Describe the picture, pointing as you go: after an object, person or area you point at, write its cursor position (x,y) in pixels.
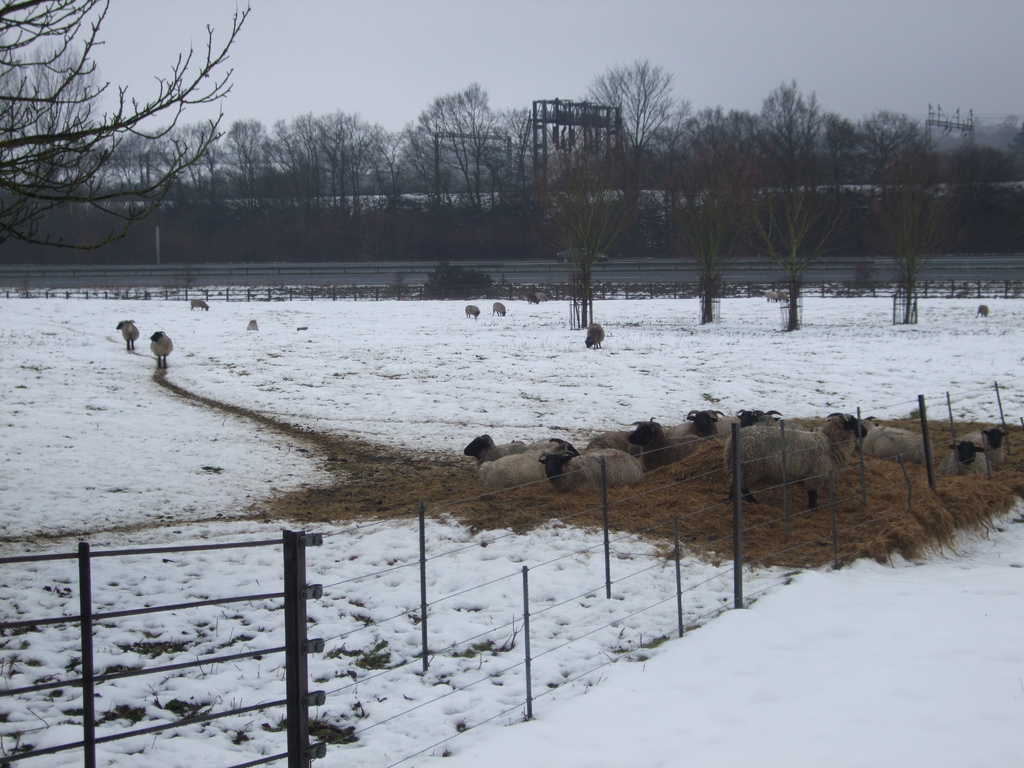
In this picture I can see sheeps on the grass (904,500) and on the snow (112,506), there is fence (923,412), there are trees (419,121), and in the background (453,62) there is the sky (535,29).
